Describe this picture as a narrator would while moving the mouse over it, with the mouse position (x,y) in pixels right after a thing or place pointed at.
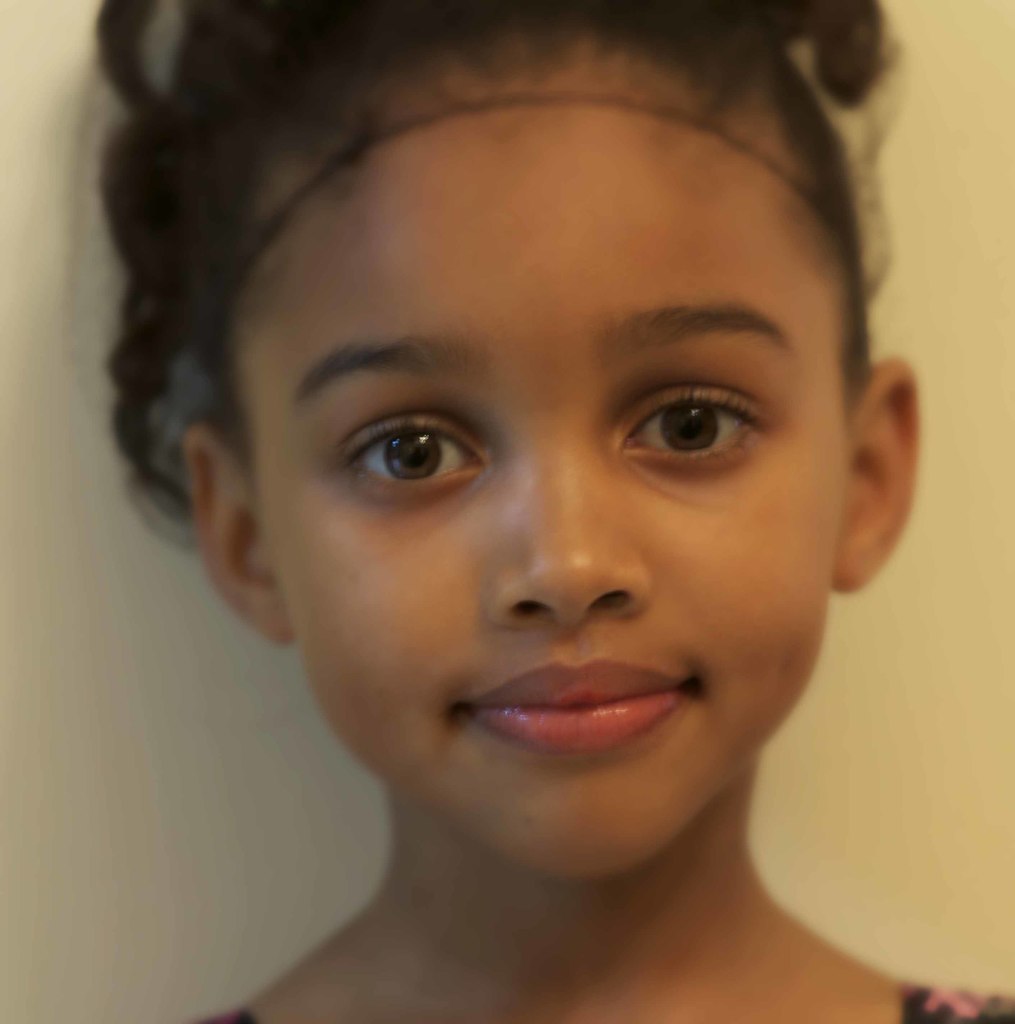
In this picture I can see there is a girl (505,760) and she is smiling and there is a wall (904,663) in the backdrop (33,533).
